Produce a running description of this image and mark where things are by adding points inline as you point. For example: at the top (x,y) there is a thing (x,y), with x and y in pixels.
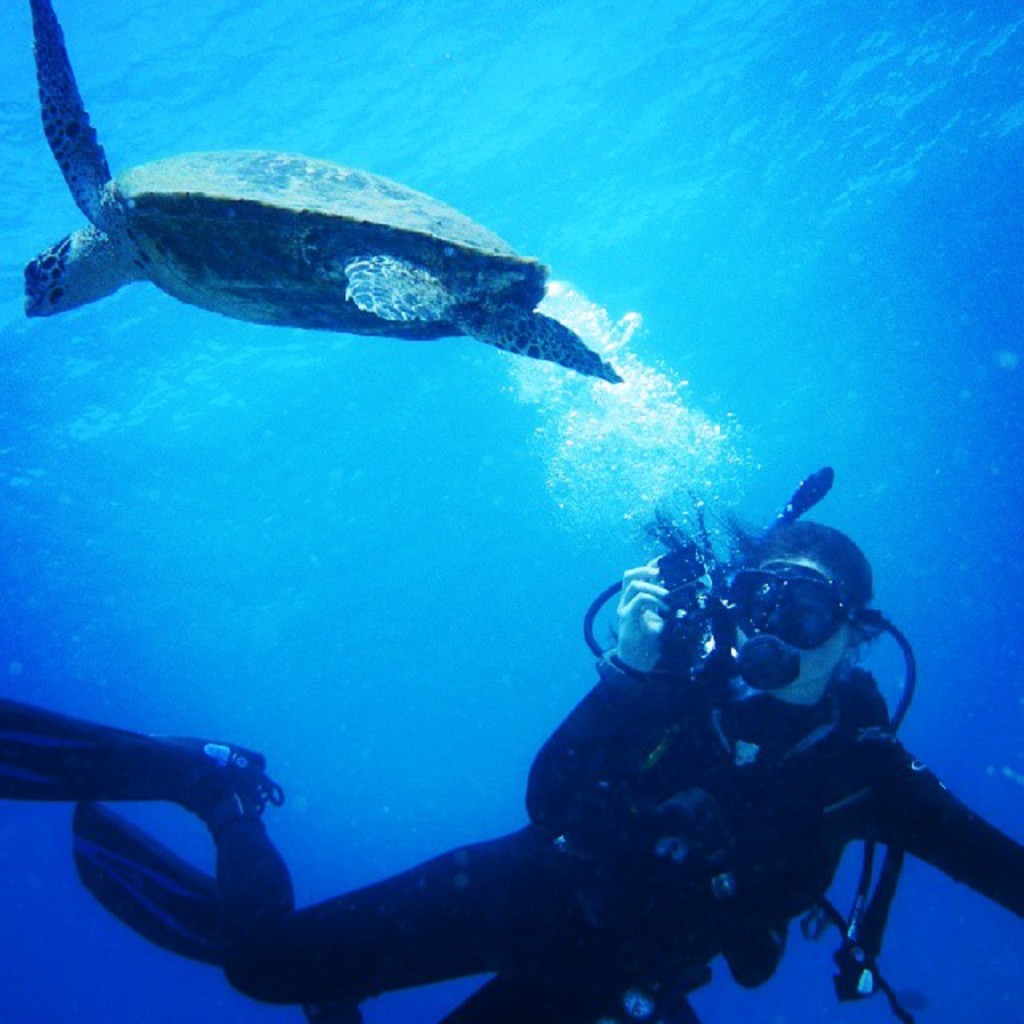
As we can see in the image there is a turtle (320,193), person (604,772) and water (86,409).
